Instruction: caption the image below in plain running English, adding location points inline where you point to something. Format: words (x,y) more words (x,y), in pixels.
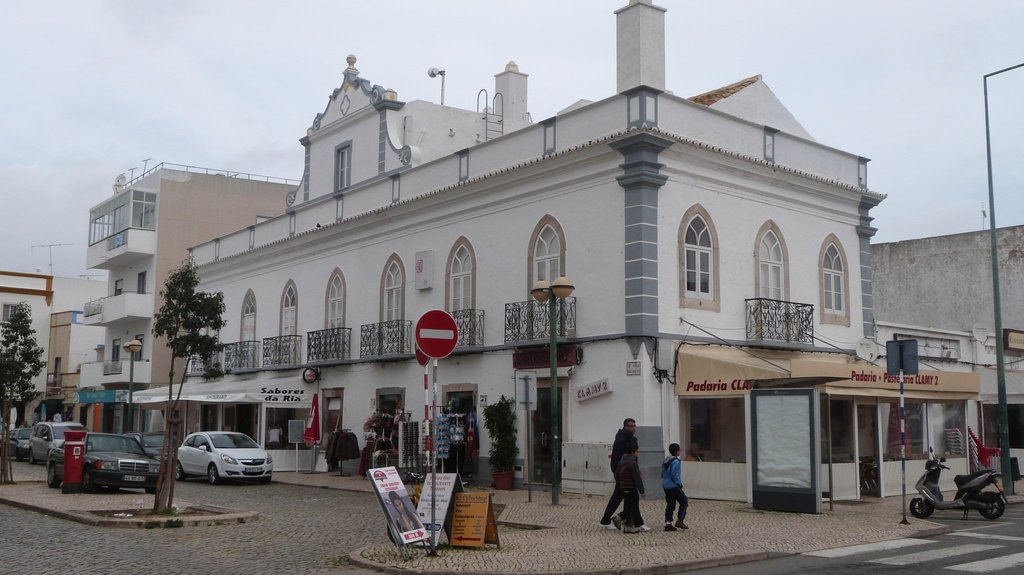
In this image I can see three people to the side of the road (826,568). I can also see the board (391,496) and trees (37,365) to the side. In the back (362,443) there is a building (294,454) and there are windows (450,275) and railing (543,328) to it. In front of the building (252,421) I can see few vehicles (88,479) which are in different color. To the right (918,493) I can see the motorbike (931,493) and the pole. In the background (197,68) I can see the white sky (194,91).
